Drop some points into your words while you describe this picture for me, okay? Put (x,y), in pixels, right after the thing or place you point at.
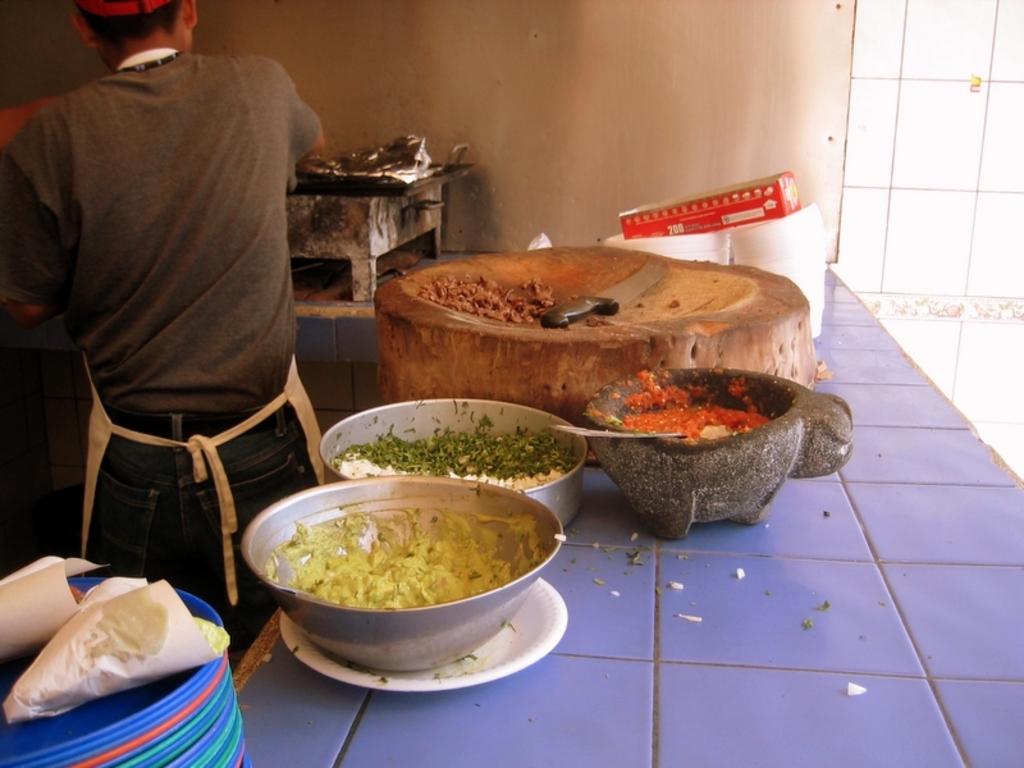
In this image there are plates (84,765), food items (513,523) in the bowls (534,556), knife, a person (30,235) standing, cardboard box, gas stove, wall (423,125).
